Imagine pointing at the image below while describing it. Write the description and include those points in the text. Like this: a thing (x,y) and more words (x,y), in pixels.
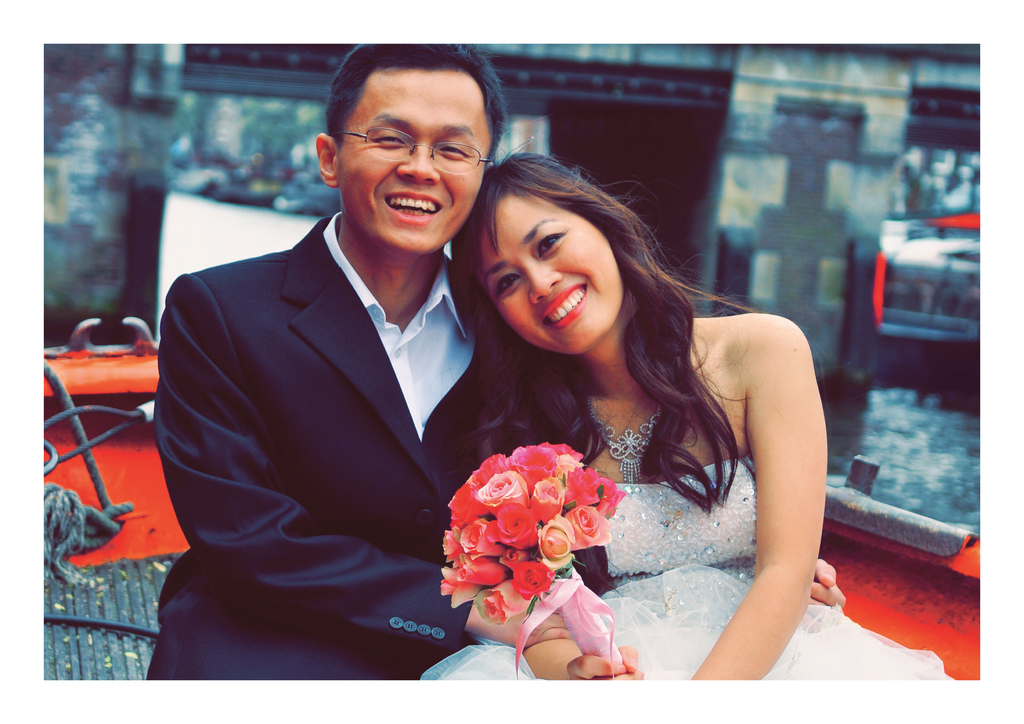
In this image, there are a few people (561,412). Among them, we can see a person (591,678) holding a flower bouquet (523,503). We can also see some metal object (103,525) with a wire (86,450) and a rope (88,531) on the left (100,537). We can also see a red colored object (114,397). We can also see the blurred background (701,190).
